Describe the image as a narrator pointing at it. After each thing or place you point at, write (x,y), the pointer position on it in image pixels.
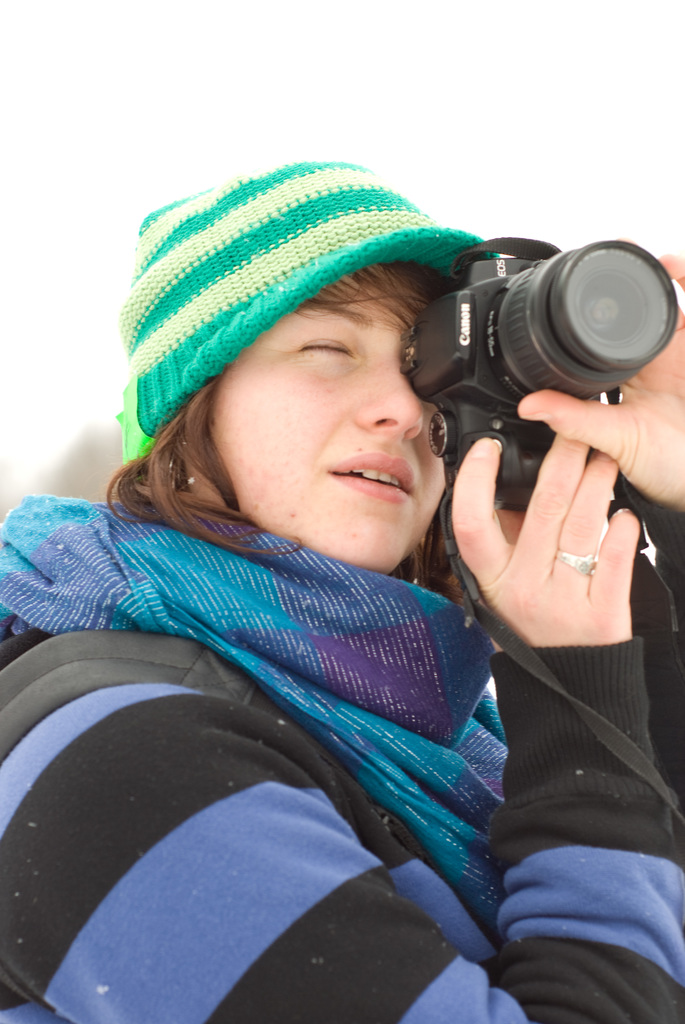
This is the picture of a women (202,796) in a sweater (248,804) wearing a blue color scarf (300,642) and a hat (257,250). The woman (264,399) is holding a canon black camera (517,343). To her right hand (556,527) she is having a ring (576,566). Behind the woman (282,509) is a white sky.
